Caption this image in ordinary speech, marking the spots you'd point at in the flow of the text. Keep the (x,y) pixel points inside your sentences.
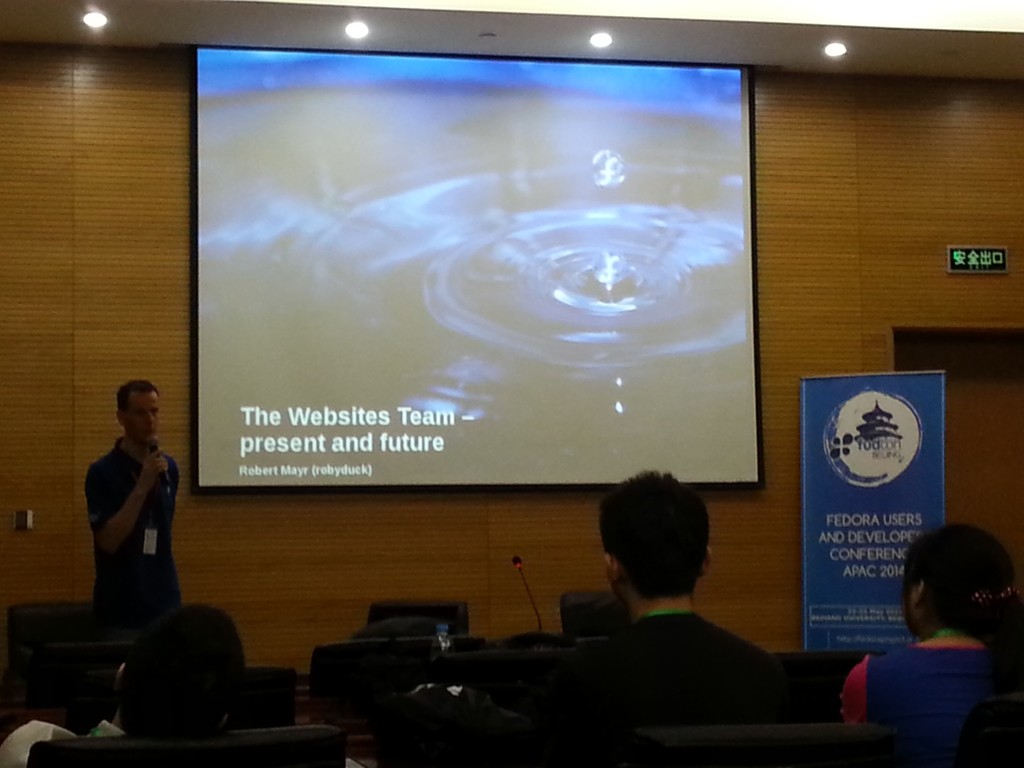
In the image there is a screen (368,257) on the wall (177,285) with a person (153,556) standing beside it on the left side (139,429), in the front (59,700) there are many people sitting on chairs (504,739) staring in the front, there are lights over the ceiling (252,29).
